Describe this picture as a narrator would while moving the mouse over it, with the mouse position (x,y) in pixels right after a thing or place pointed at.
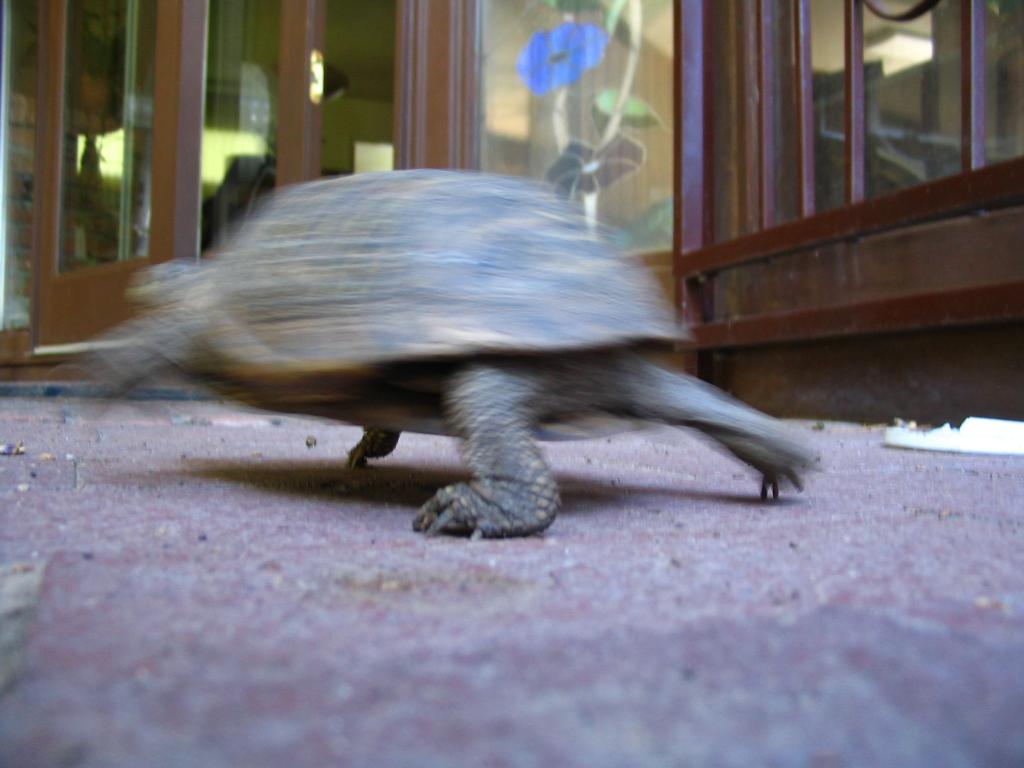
In this image in the center (570,311) there is one tortoise (456,307), and in the background (302,132) there are glass doors (482,167), plants (603,101) and lights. At the bottom (605,677) there is a walkway (790,423).
